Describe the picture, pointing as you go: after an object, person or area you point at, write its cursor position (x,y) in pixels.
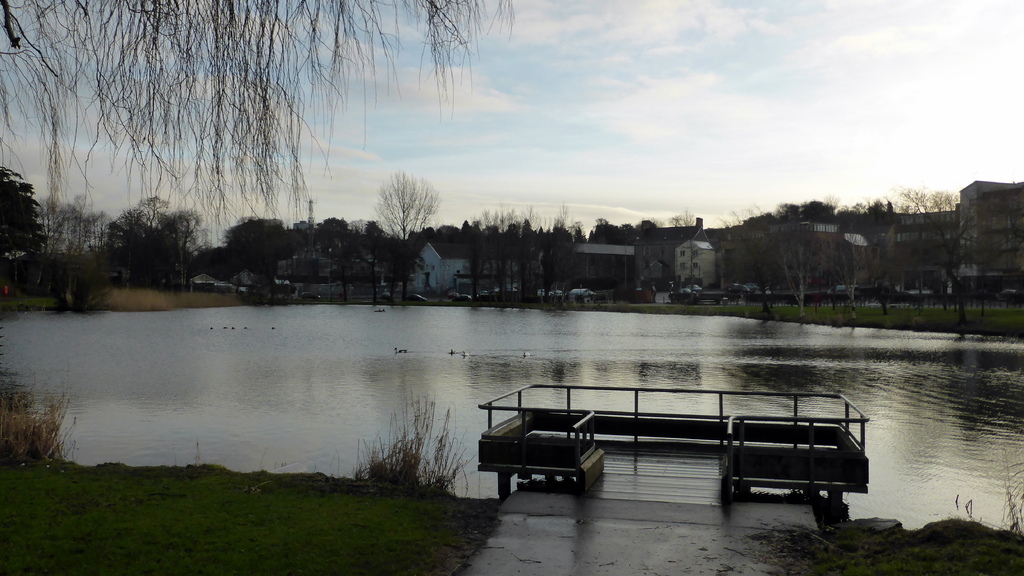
There are buildings (702,257) and trees (186,82), this is water (375,407) and a sky (699,97).
